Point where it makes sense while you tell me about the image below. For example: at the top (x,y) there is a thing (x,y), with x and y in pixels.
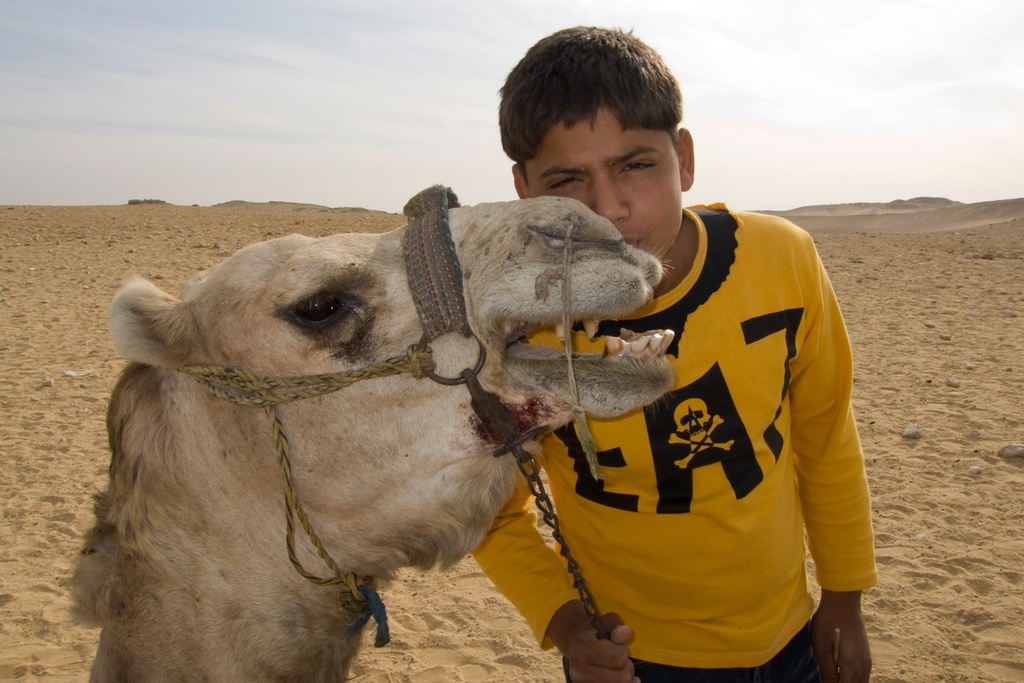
In this picture we can see a person (672,481) in the yellow t shirt (710,553) is holding a chain (580,574). In front of the person (670,464) there is a camel (203,463). Behind the person (701,276) there is sand (119,237) and the sky (241,105).
